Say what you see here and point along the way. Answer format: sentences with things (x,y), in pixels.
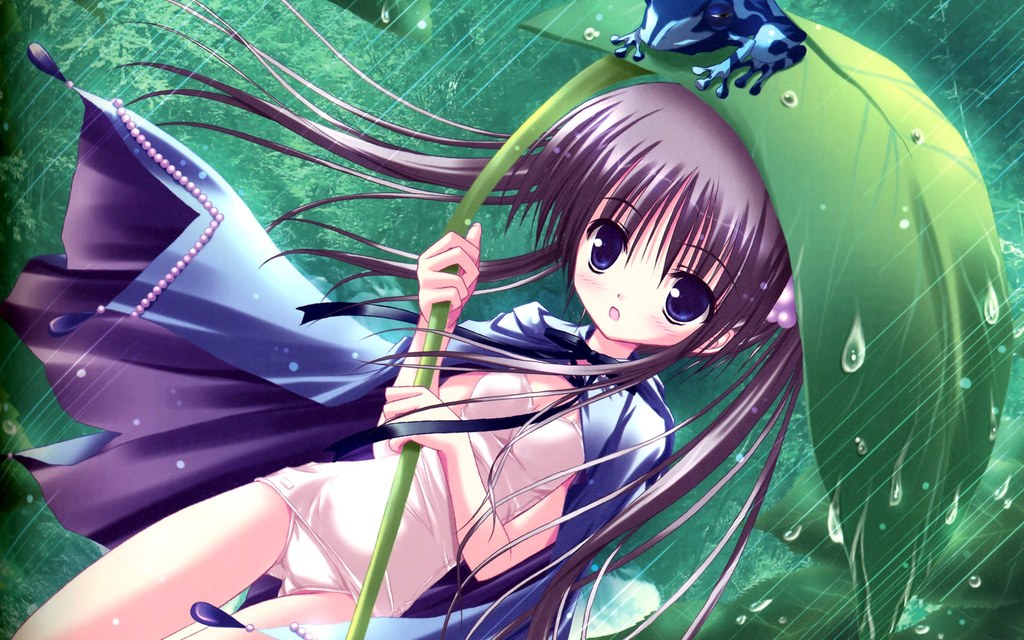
In this image we can see there is an animation of a girl (525,489) holding a leaf umbrella (578,81).
